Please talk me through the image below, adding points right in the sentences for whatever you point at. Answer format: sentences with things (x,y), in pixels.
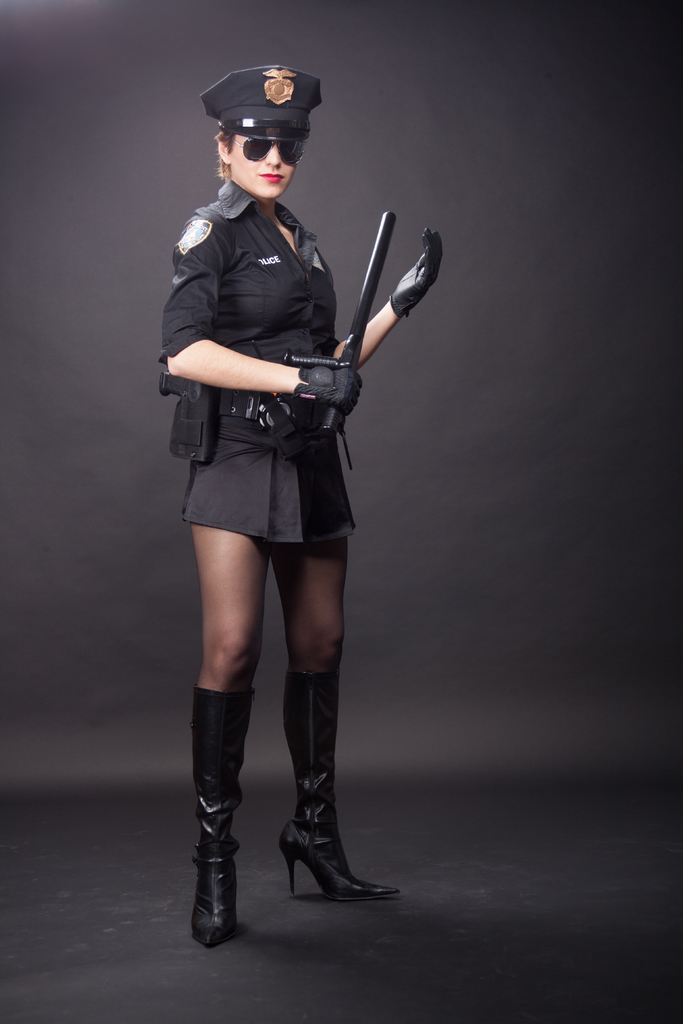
Here we can see a woman (299,121) standing on the floor (509,947). She has sunglasses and she is holding a baton (290,361) with her hand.
